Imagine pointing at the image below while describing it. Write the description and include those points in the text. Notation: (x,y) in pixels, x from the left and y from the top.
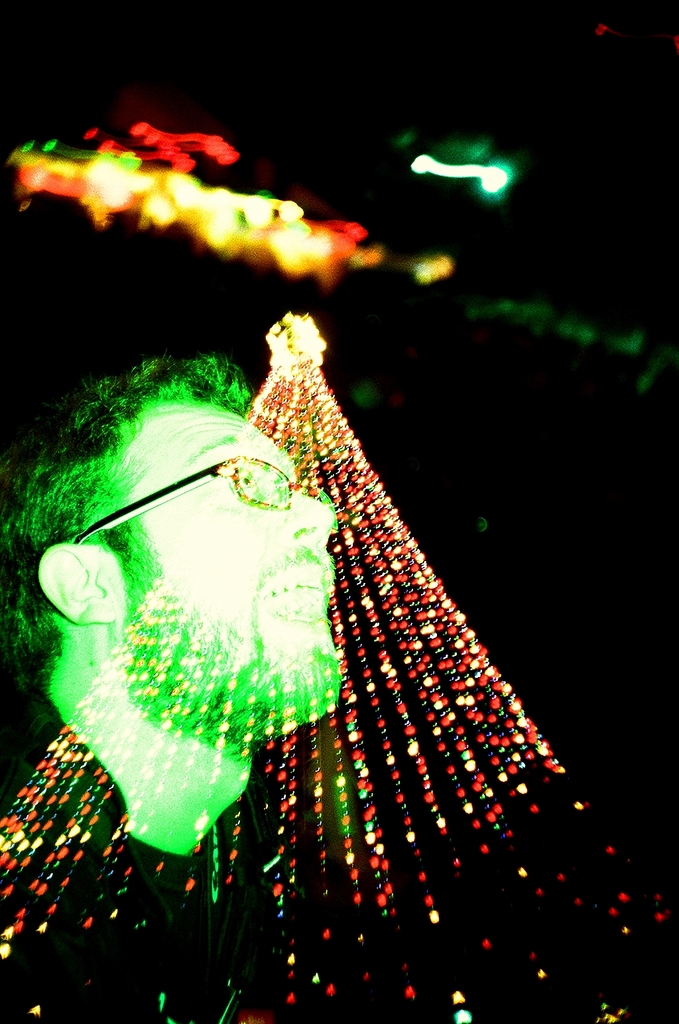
We can see a person (120,676) wearing a specs (182,489). There are lights (359,732). In the background (314,256) it is blurred and dark. Also there are lights (200,190).
